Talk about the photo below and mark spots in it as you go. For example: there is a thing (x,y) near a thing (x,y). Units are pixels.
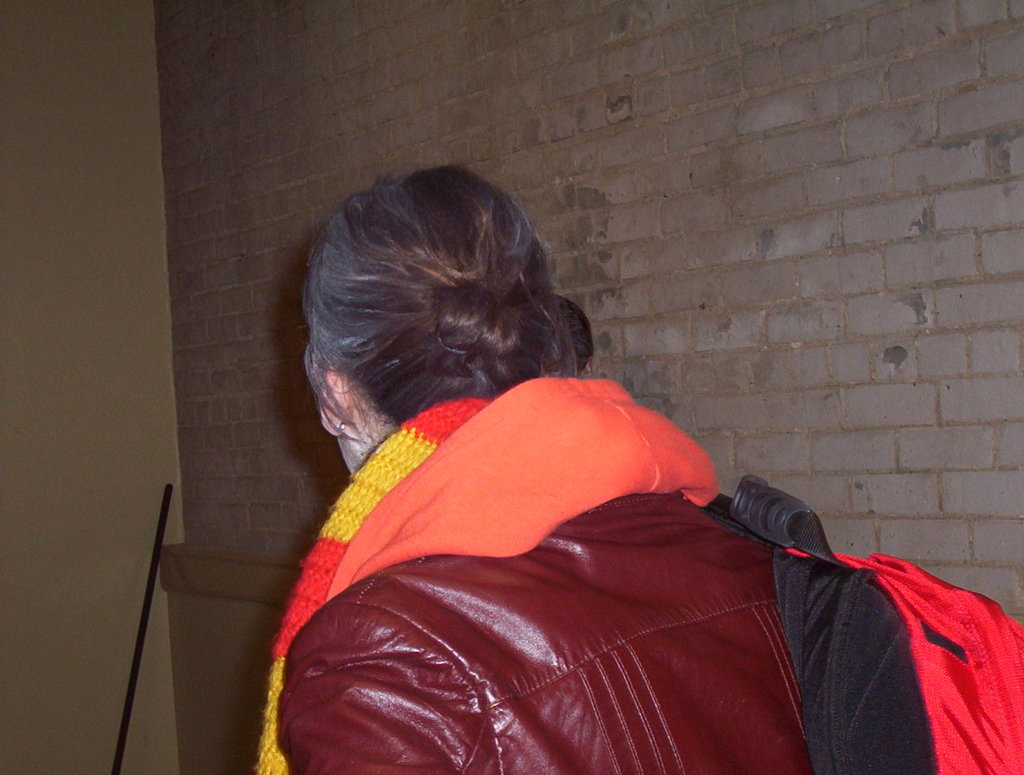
In this image there is a person (675,564), in front of the person (327,403) there is wall (176,407) and there is a iron rod (153,560).
